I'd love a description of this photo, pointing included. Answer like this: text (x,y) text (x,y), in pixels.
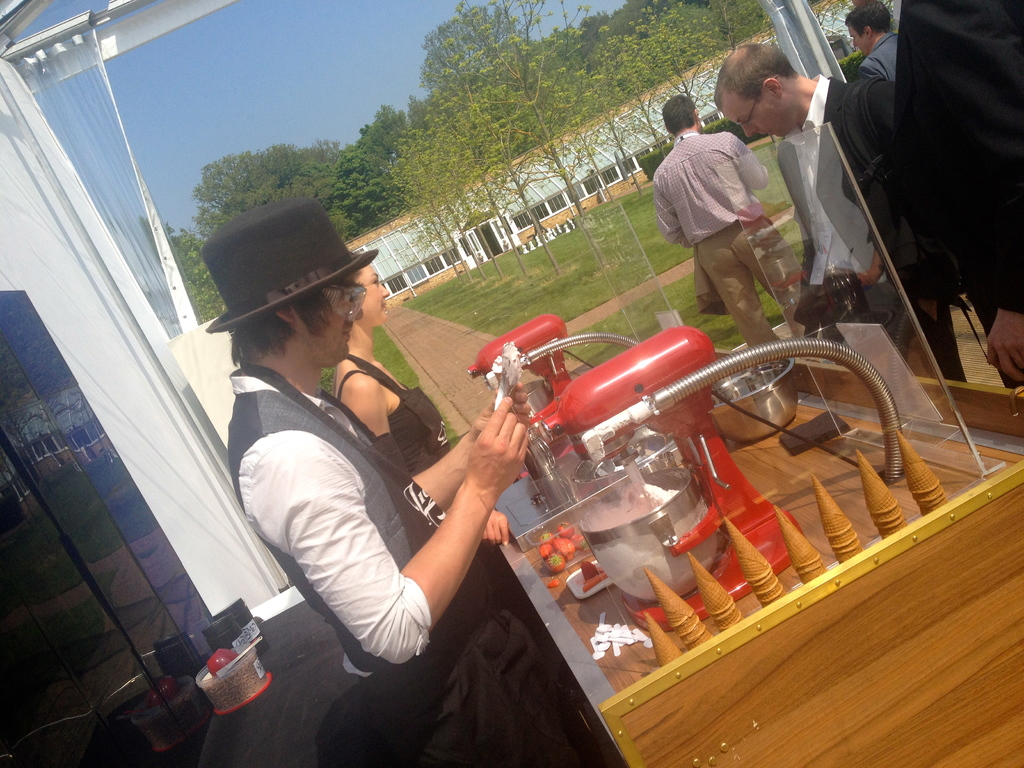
On the right (876,619) I can see a table (784,653) on which strawberries (565,538), ice cream machine (650,560) and some sugar cones (759,583) are placed. Few people (506,702) are standing around this table (869,613). On the left side (124,390) there is a wall (233,538) and a table (266,721) on which few bowls (245,691) are placed. In the background (547,199) there is a building (598,165) and trees (471,130). On the top of the image (235,86) I can see the sky (243,98).
